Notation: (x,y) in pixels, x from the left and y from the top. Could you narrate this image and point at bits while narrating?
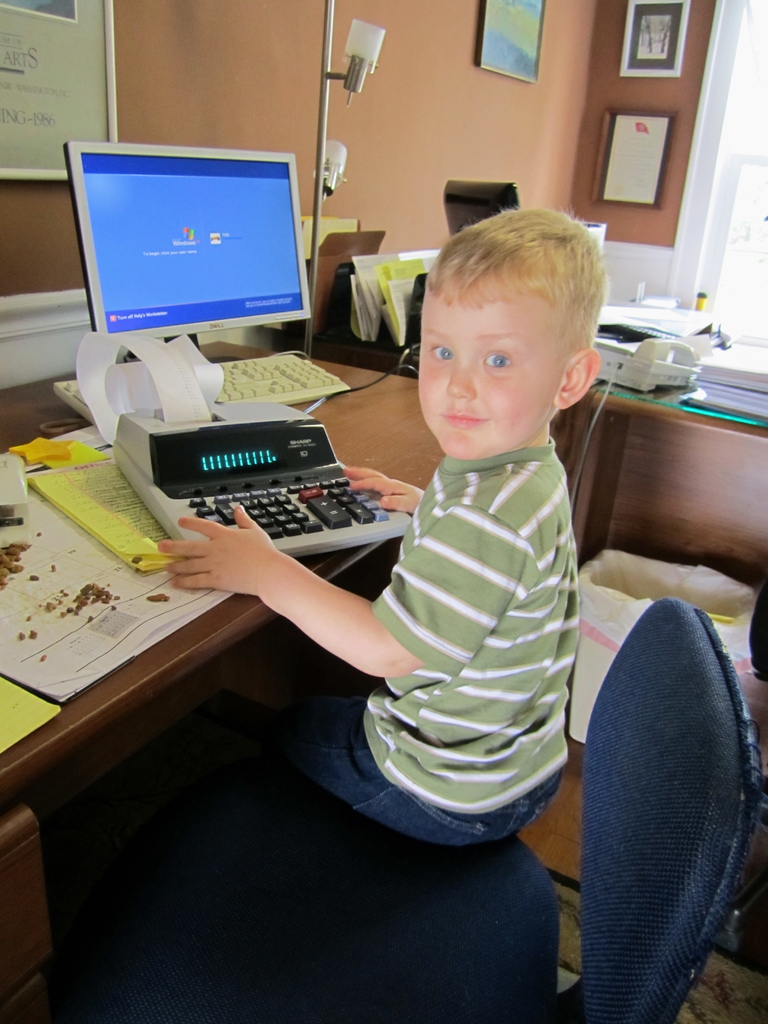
In the middle of the image (465,386) a kid (450,315) is sitting on a chair (349,902). Top right side of the image (609,15) there is a wall (678,135), On the wall (616,206) there are two frames (630,53). Top left side of the image (208,79) there is a wall (177,138) on the wall (210,59) there is a board (114,133). In the middle of the image (273,381) there is a desktop (231,169). Bottom left side of the image (30,909) there is a table (12,407), on the table (355,459) there is a electronic device (284,445) and some papers (31,537).
